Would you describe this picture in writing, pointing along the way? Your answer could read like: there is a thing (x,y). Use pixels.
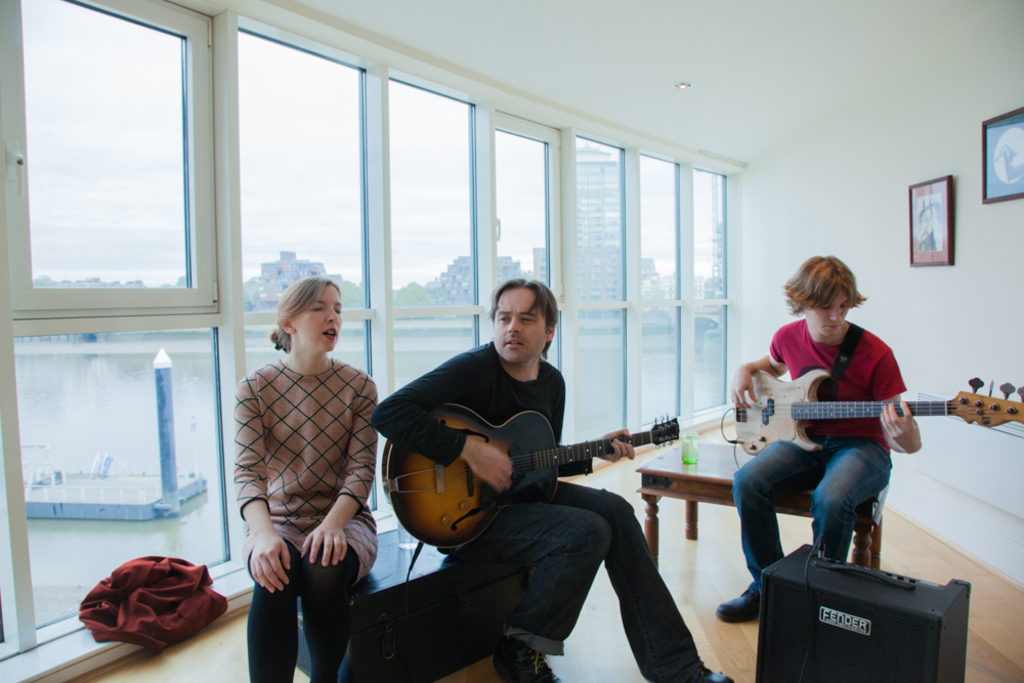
There are three members (495,411) sitting in a room (595,482). Two of them are men (822,430) and holding a guitar (529,478) in their hands (467,455). One of them is woman (311,453). She is singing. In the background (391,246) we can observe windows (338,269) buildings (457,283) and a sky (301,182) here.
